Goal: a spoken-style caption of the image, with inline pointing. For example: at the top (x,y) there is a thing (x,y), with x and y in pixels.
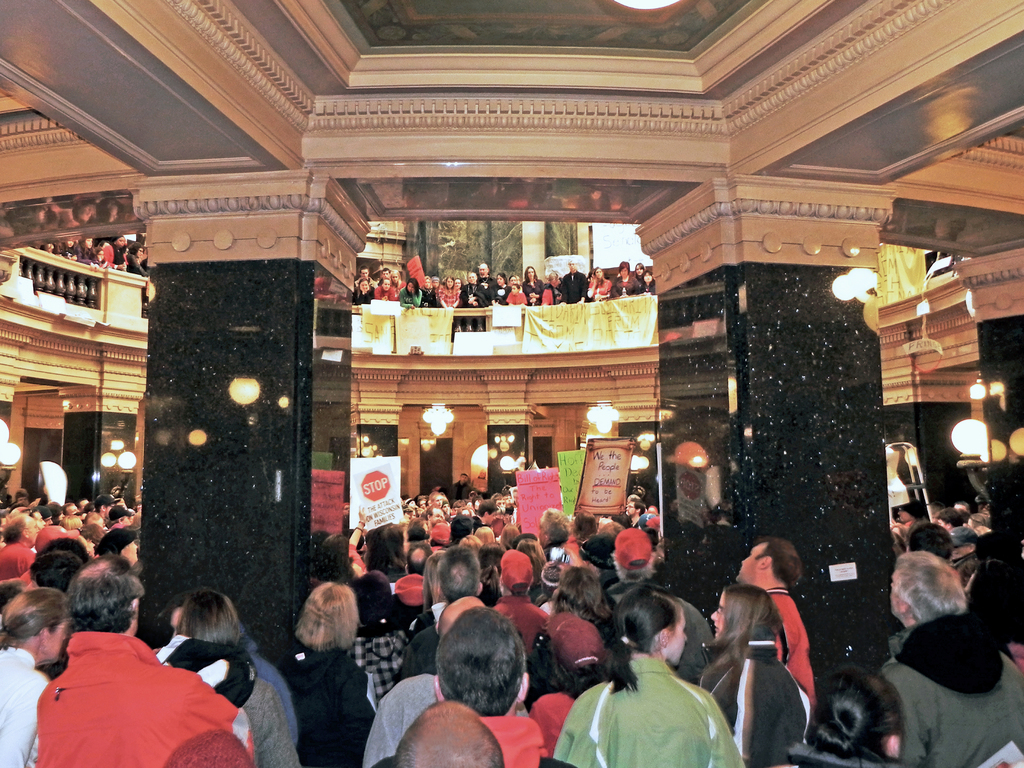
In this image we can see a group of people (580,654) standing, there are some boards (534,512) with text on it, also we can see some pillars (1008,313), lights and grille (59,295).
